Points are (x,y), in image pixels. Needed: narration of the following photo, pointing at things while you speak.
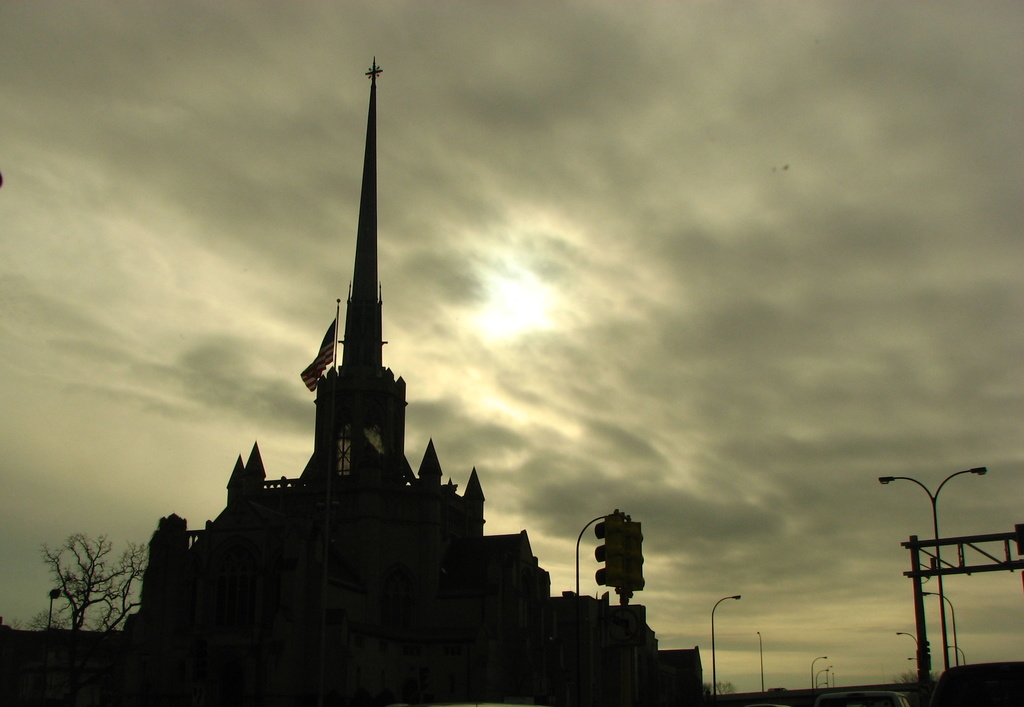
This is an outside view. At the bottom of the image (295,647) there is a building (370,544) in the dark and there are few light poles (714,627). In the bottom left-hand corner (110,598) there are few trees (85,606). At the top of the image (651,135) I can see the sky (705,233) and clouds (686,280).
